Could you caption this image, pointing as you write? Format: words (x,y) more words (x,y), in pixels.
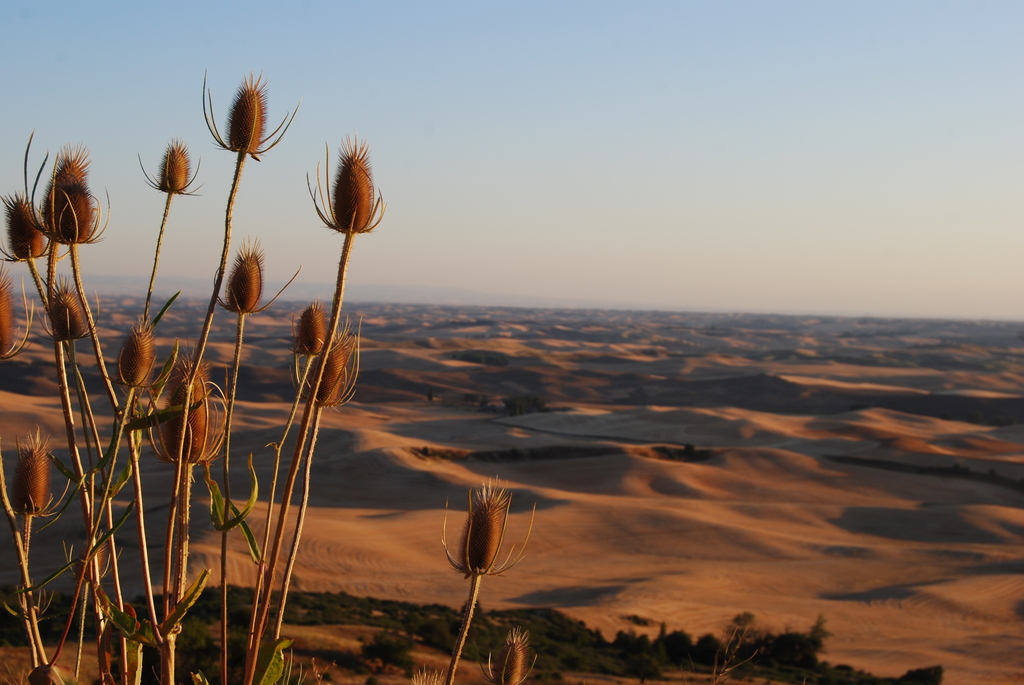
This image might be taken at the desert (549,389). In the center of the image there are plants (146,569). In the background (790,548) there is a sand (692,358) and sky (708,180).
